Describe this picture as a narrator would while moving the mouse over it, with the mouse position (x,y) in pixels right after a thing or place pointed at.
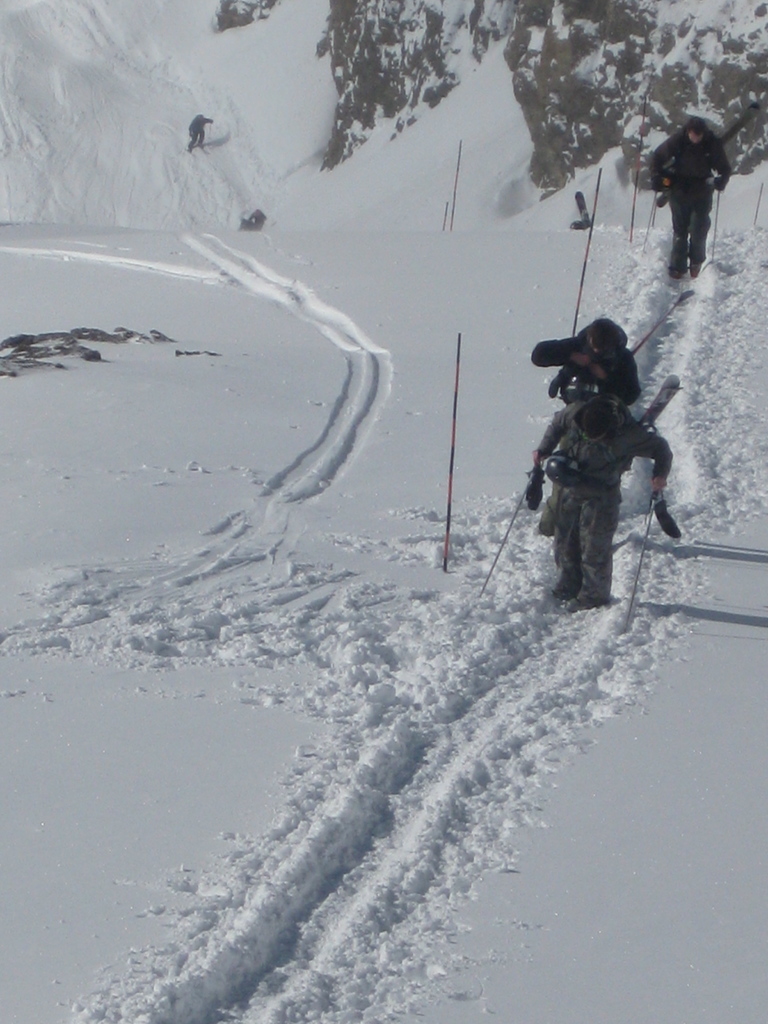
This picture describes about group of people (529,497), they are walking in the snow (660,555), and they are holding sticks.
